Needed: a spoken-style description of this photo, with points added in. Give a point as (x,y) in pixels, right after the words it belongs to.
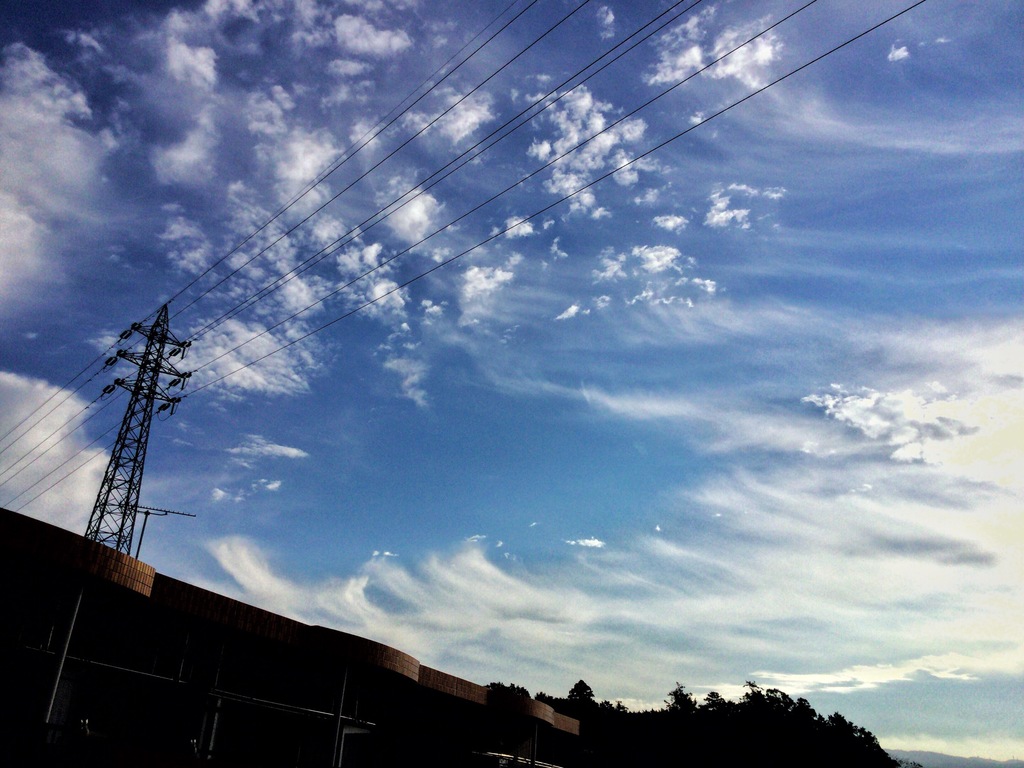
In this image we can see some trees (661,716), wires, building (285,672) and a tower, also we can see the sky (541,334) with clouds (965,490).
